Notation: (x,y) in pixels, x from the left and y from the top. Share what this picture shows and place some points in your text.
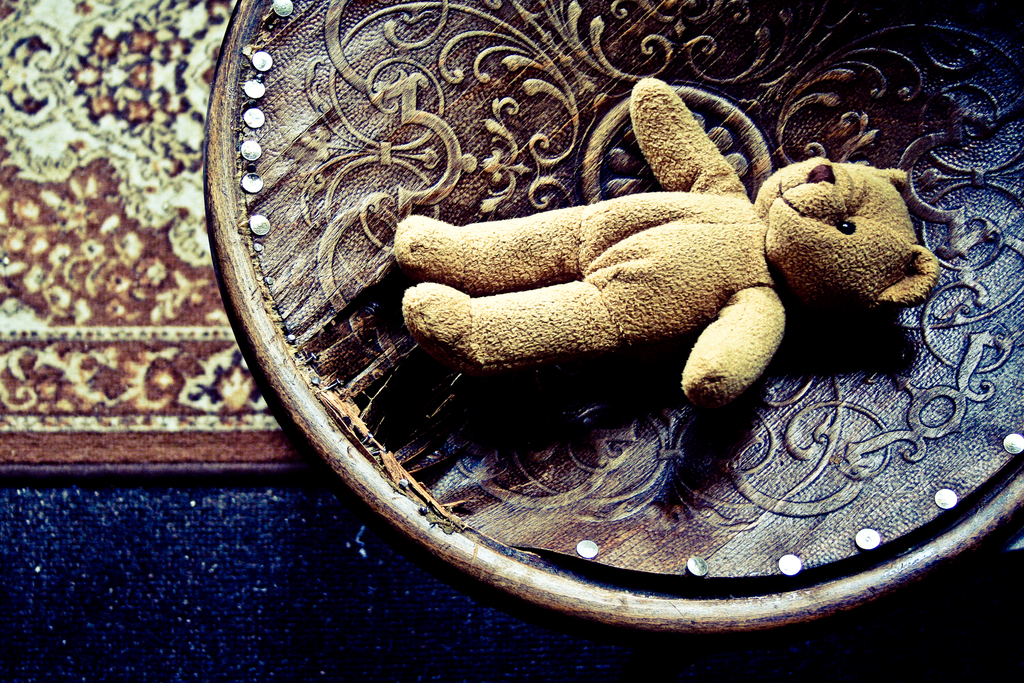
In this picture, we can see the ground (235,513) with mat (37,454), and an object (822,47), we can see a toy (676,254) on the object (736,118).
